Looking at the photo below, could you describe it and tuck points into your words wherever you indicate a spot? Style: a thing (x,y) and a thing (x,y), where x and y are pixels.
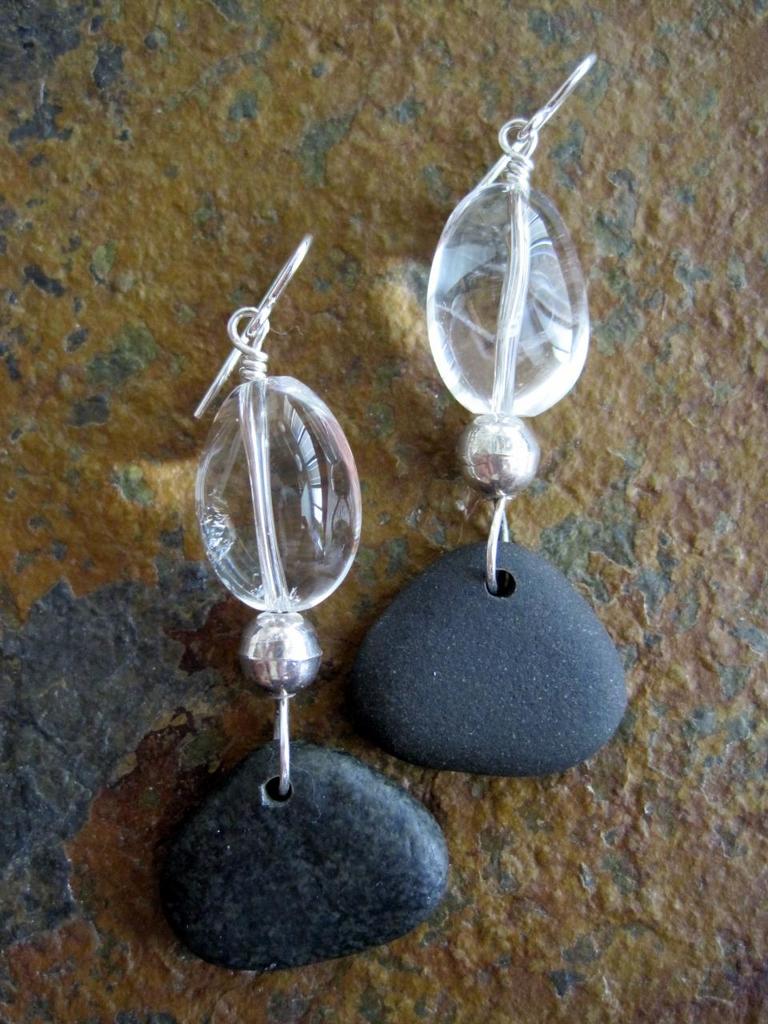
In this picture we can see earrings (470,246) on the surface (142,350).
